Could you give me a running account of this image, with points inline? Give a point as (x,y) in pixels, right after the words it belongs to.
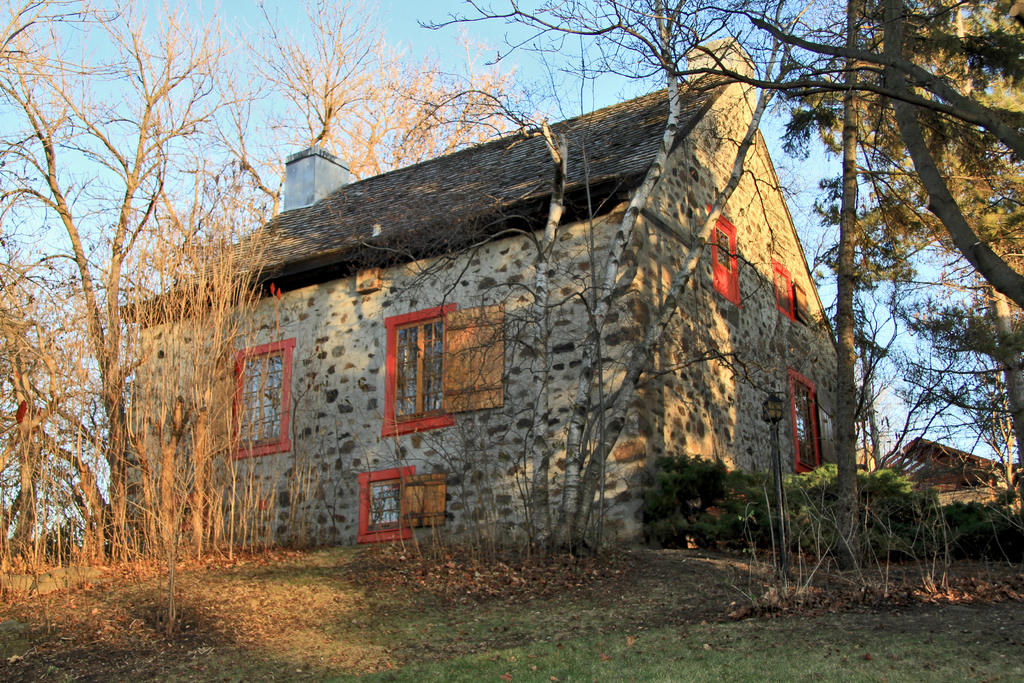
This is grass (779,625) and there are plants (786,474). Here we can see trees (641,204), house (345,382), and windows (376,492). In the background (390,111) there is sky (458,78).
